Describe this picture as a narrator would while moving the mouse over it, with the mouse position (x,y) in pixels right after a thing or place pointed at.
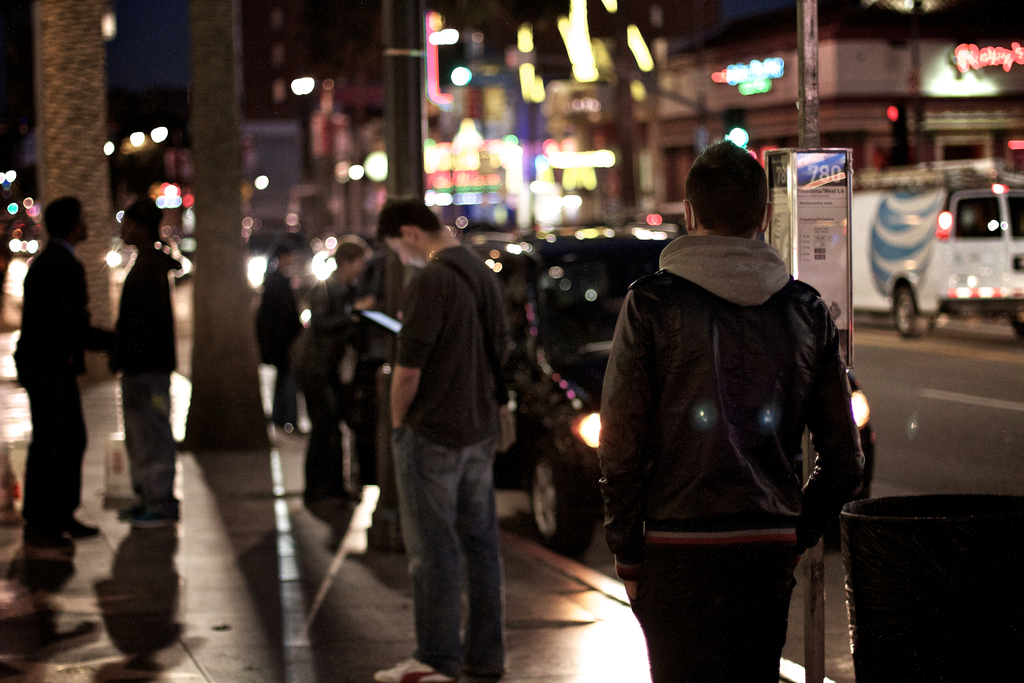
In this image we can see many people (497,396). On the right side (937,597) there is a bin (899,591). Also there are vehicles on the road (953,367). In the background (309,86) there are lights (744,88). And it is blurry in the background (442,40). And there is a board (814,180) on a pillar (811,253).
